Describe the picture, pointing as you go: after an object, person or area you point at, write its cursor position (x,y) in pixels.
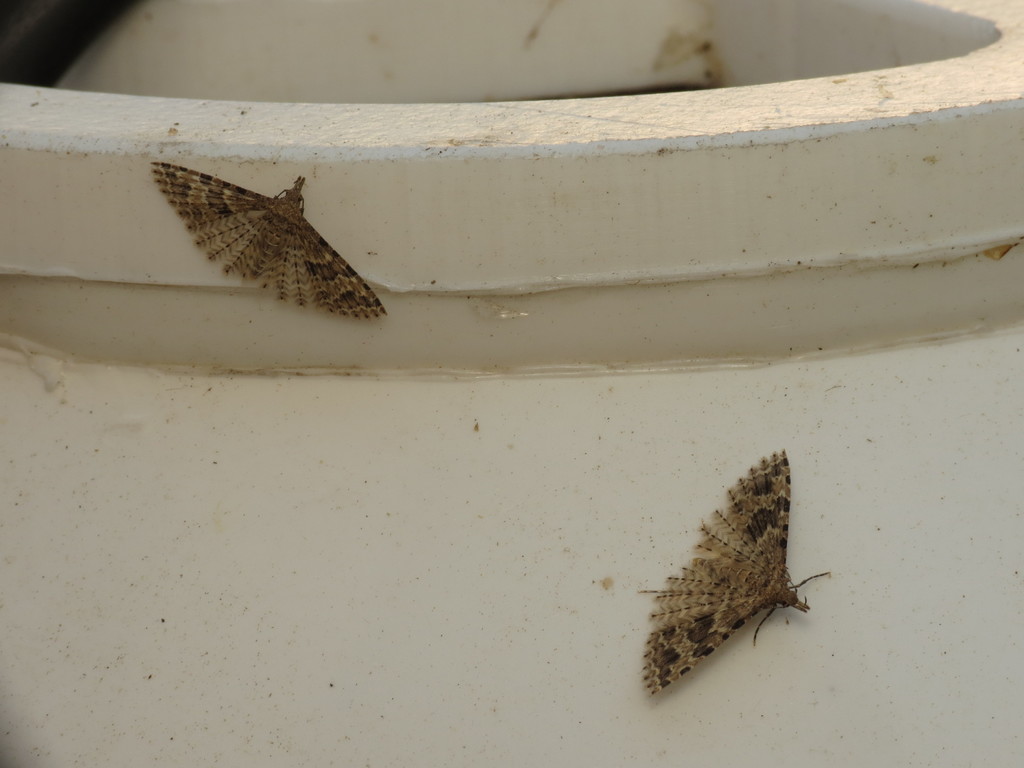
Here we can see two brown house moths (726,556) on a big pot (598,524).
